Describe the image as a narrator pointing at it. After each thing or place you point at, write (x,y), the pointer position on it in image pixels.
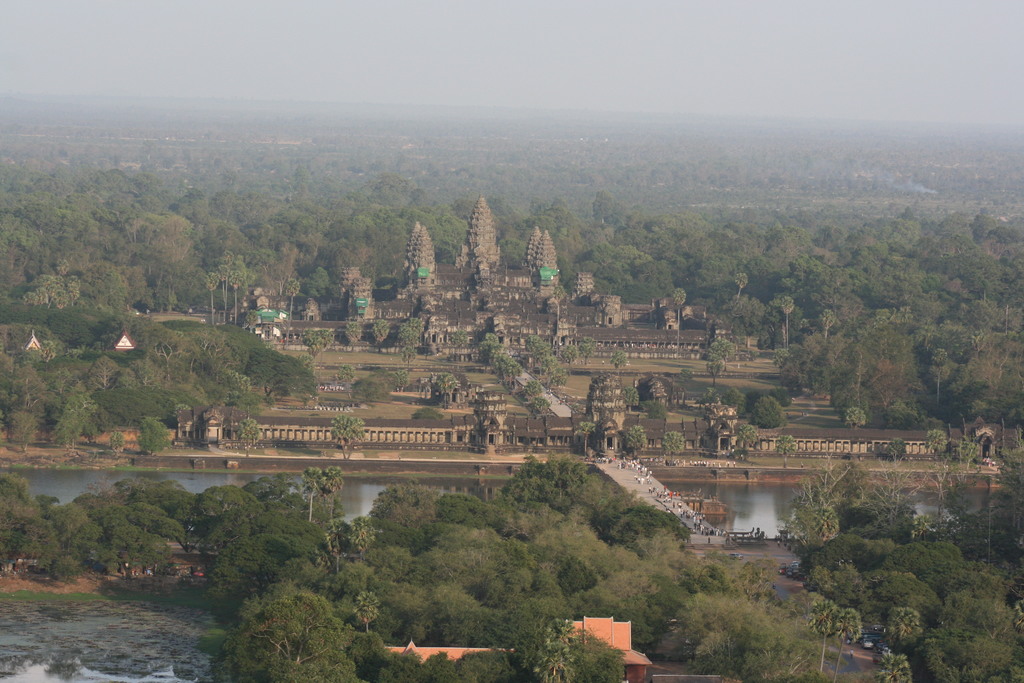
In the center of the image (492,292) there is a fort (651,439). At the bottom (765,497) we can see trees (662,601), persons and water (770,529). In the background (701,109) there are trees (487,185) and sky (606,83).
